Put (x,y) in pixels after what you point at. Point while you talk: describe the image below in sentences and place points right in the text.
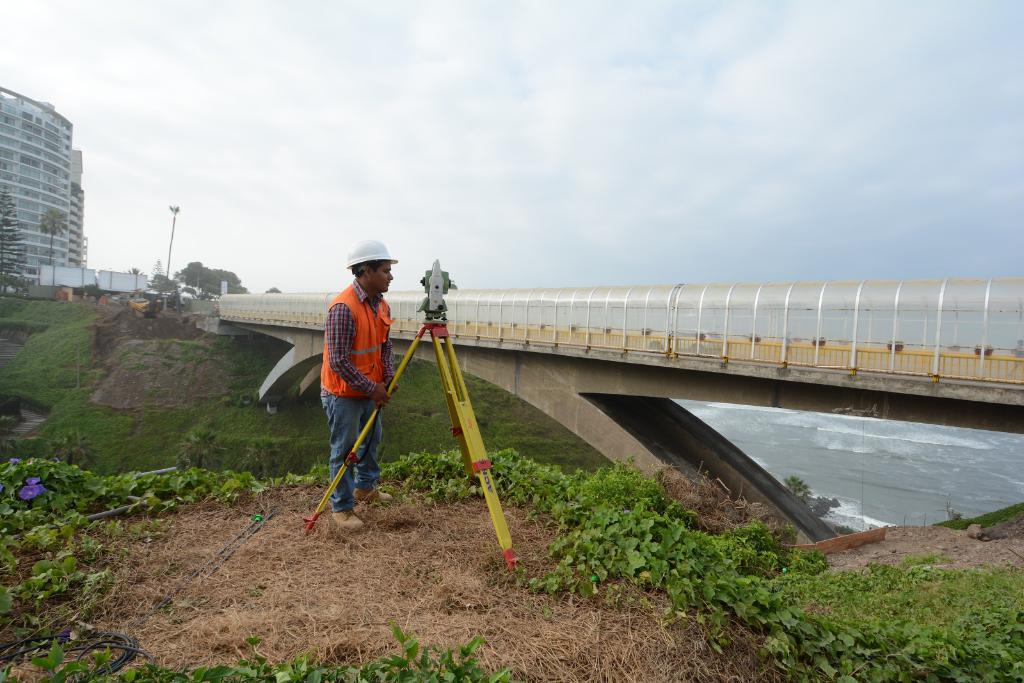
In this picture I can see a man (348,406) is standing on the ground (341,561) in front of a machine (431,313). The man (376,362) is wearing helmet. In the background (472,314) I can see bridge (514,310), sky (704,208) and water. On the left side (46,305) I can see buildings (81,261), trees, grass (36,394), plants (40,469) and poles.
